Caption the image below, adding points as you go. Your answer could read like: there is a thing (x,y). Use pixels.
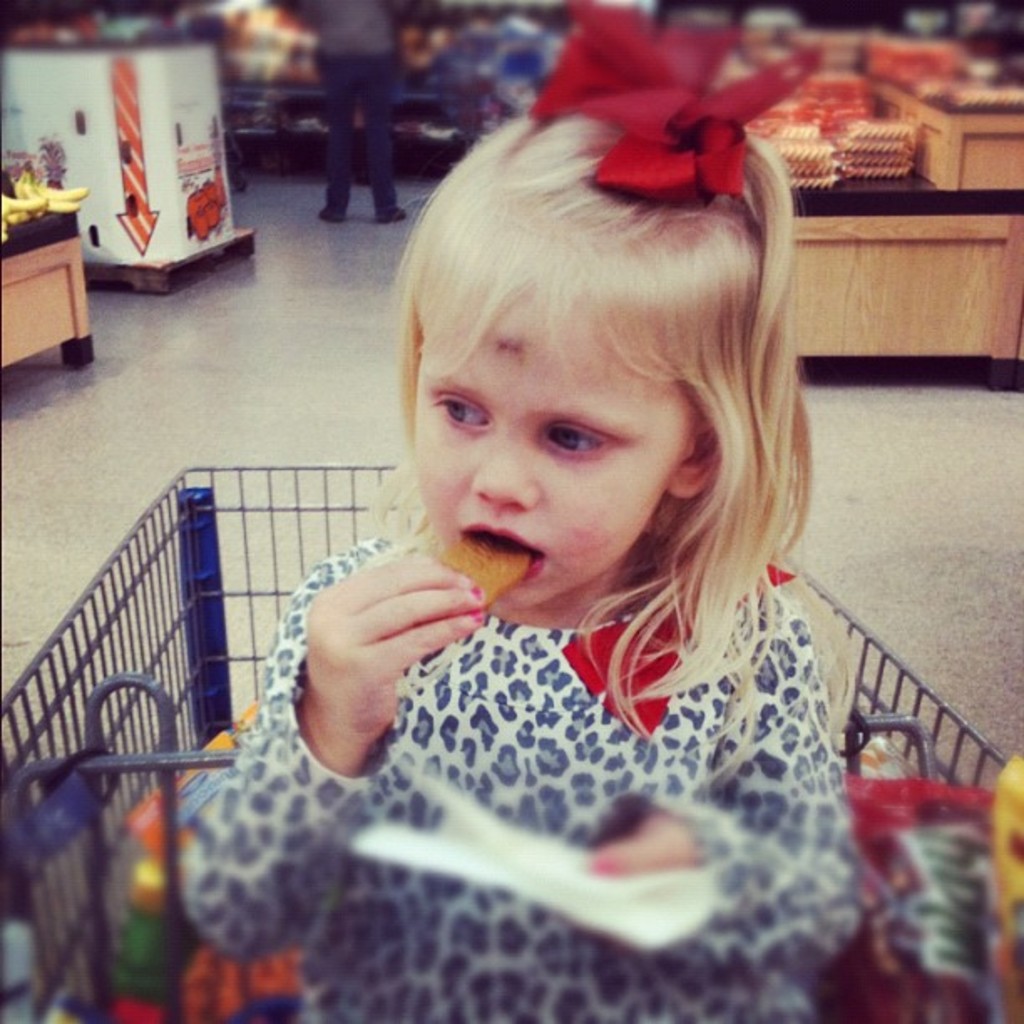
In this picture we can see a kid (661,947) holding an object (692,896) in one hand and eating a food item (480,579) with the other hand (352,648). There are some food items (199,797), a person (378,118) standing and other objects (300,75). Background (244,17) is blurry.
